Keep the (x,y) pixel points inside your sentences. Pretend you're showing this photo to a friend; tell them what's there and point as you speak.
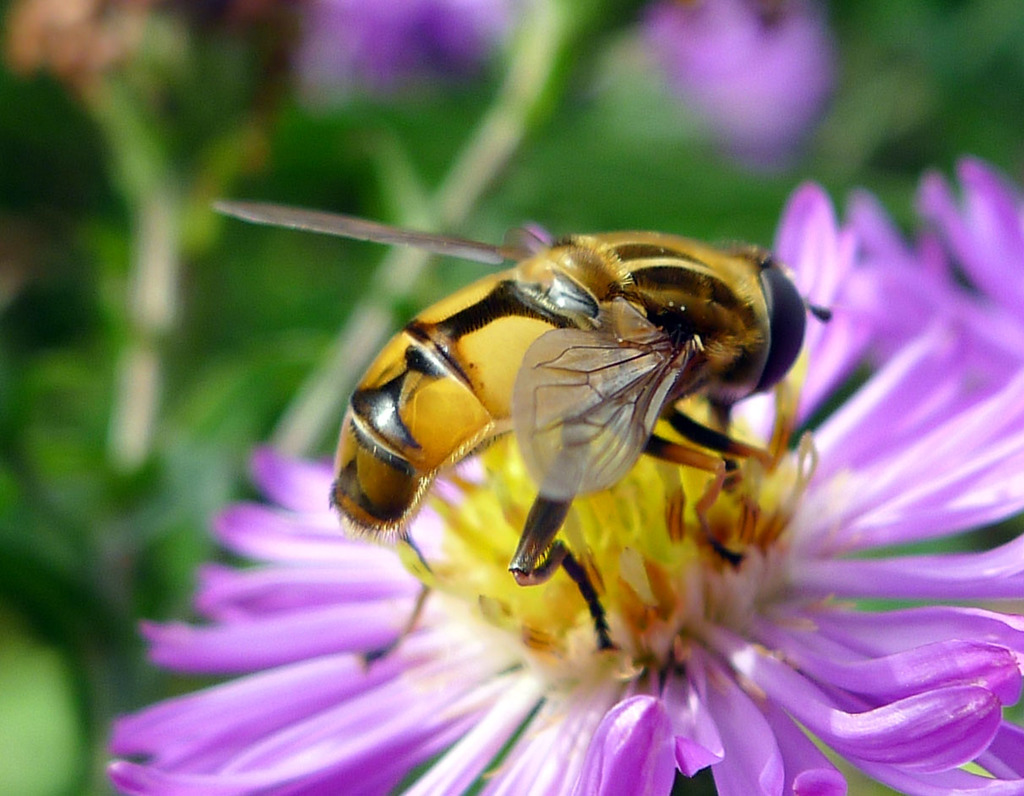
In this picture, we can see an insect (637,379) on the flower (840,542), and the blurred background (263,311).
